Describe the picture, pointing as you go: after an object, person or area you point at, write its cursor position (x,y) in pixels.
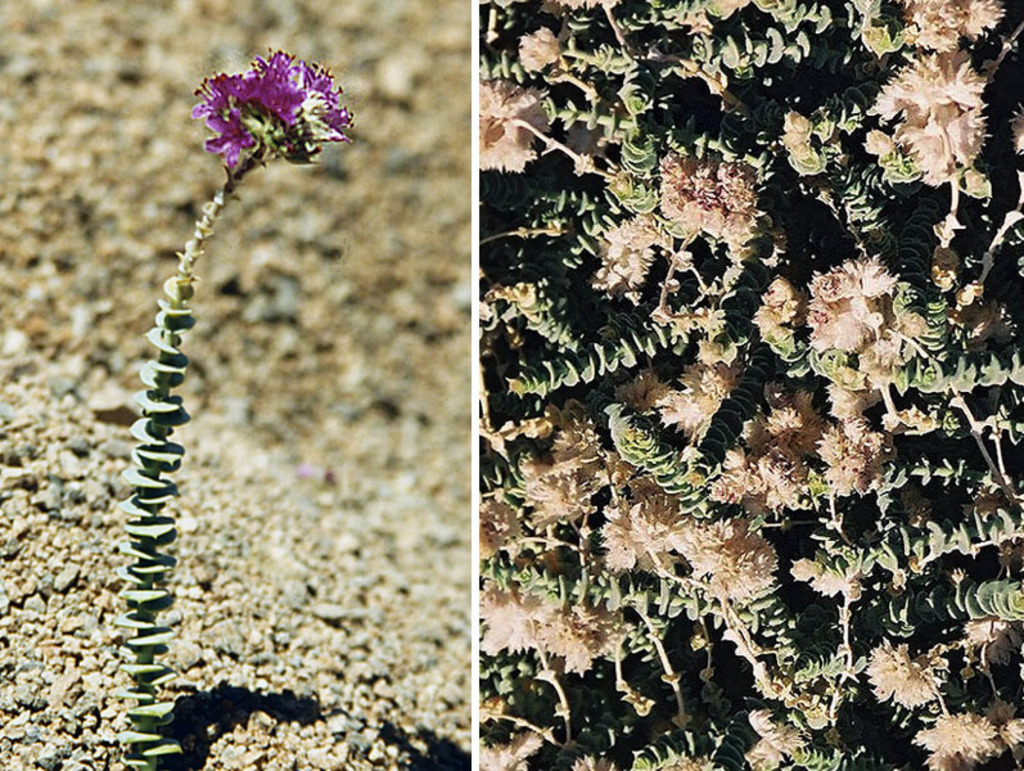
In this picture I can see there is a plant (159,367) where it has a violet flower (260,115) on it. In the next picture I can see there are some other plants (723,341) with cream colored flowers (721,570).
